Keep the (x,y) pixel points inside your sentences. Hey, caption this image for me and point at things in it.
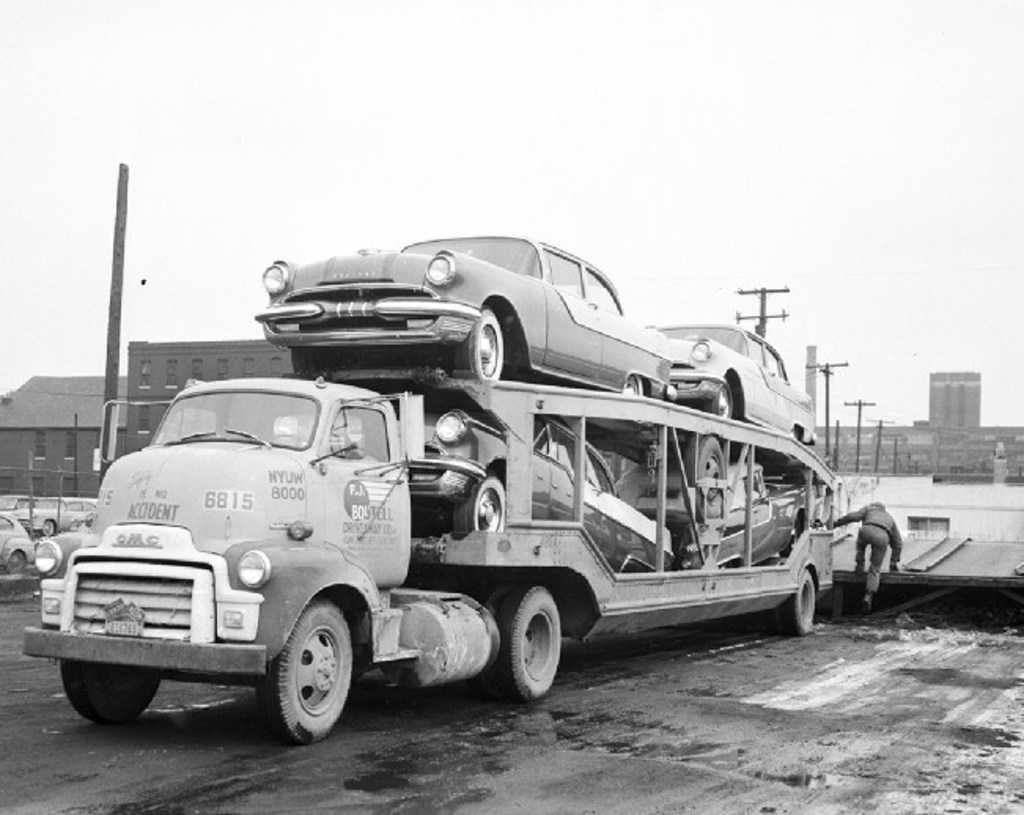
In this picture I can see vehicles (780,379), there is a person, there are buildings (34,411), there are poles (837,431), and in the background (845,148) there is the sky (473,100).
